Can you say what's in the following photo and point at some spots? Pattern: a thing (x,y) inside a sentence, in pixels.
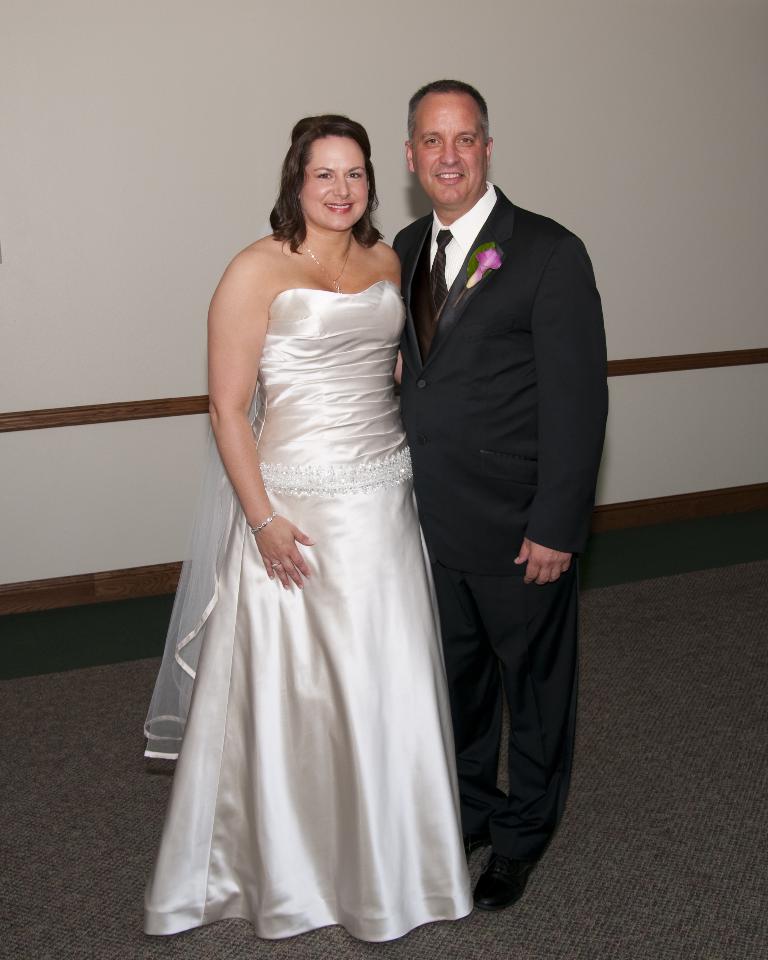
In this picture we can see a man (479,413) and a woman (379,427) standing here, they are smiling, in the background (562,163) there is a wall (605,118), this man (501,217) wore a suit (501,350).
